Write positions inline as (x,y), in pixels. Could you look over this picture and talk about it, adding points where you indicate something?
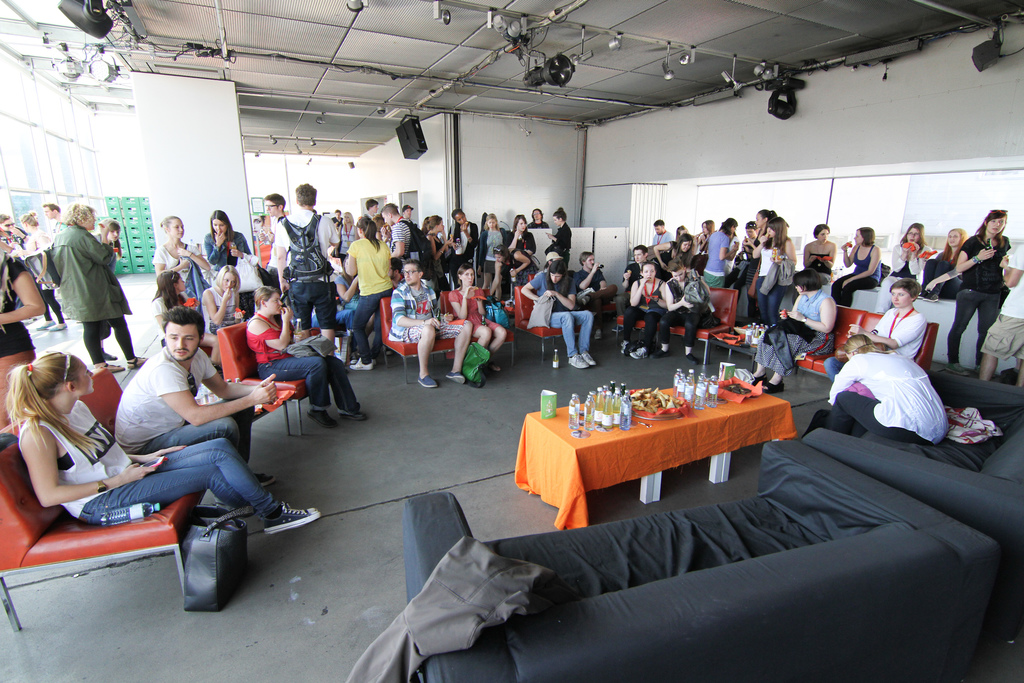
In this image there are group of people (63,445), few are standing and few are sitting and there is a table (622,464) in the middle (588,412), there are bottles (619,399) on the table (771,421), at the top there are lights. The table (596,396) is covered with orange color cloth (553,462).
